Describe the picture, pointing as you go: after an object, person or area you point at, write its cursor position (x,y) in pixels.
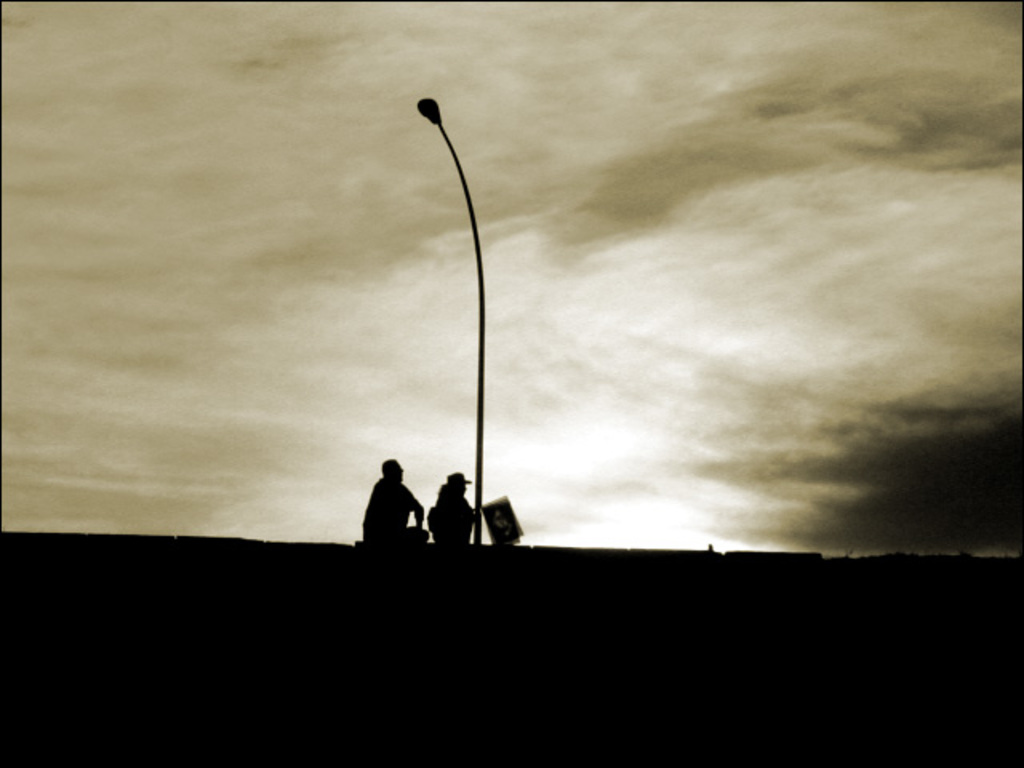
In this image we can see two persons (446,507) sitting at the current pole (434,116). In the background (200,152) there is a sky (722,137) and clouds (743,203).
